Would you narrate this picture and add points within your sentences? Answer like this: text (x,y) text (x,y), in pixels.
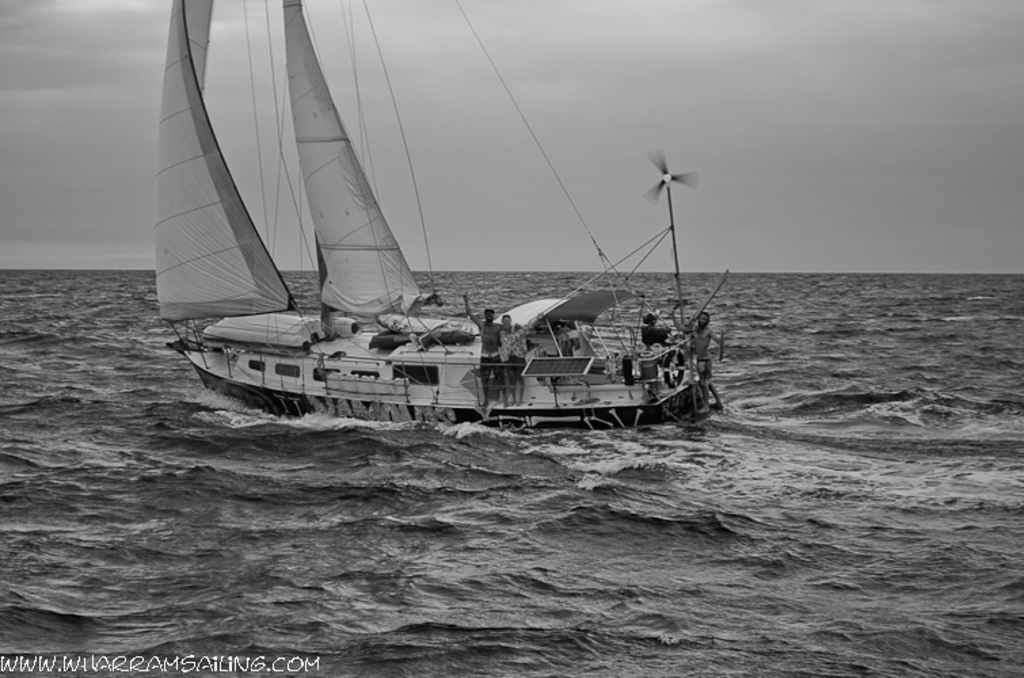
In this picture there are people (490,340) in the ship (287,382), in the center of the image (396,367), on the water (452,308) and there are poles (351,39) and sails (302,37) at the top side of the image (297,59).
